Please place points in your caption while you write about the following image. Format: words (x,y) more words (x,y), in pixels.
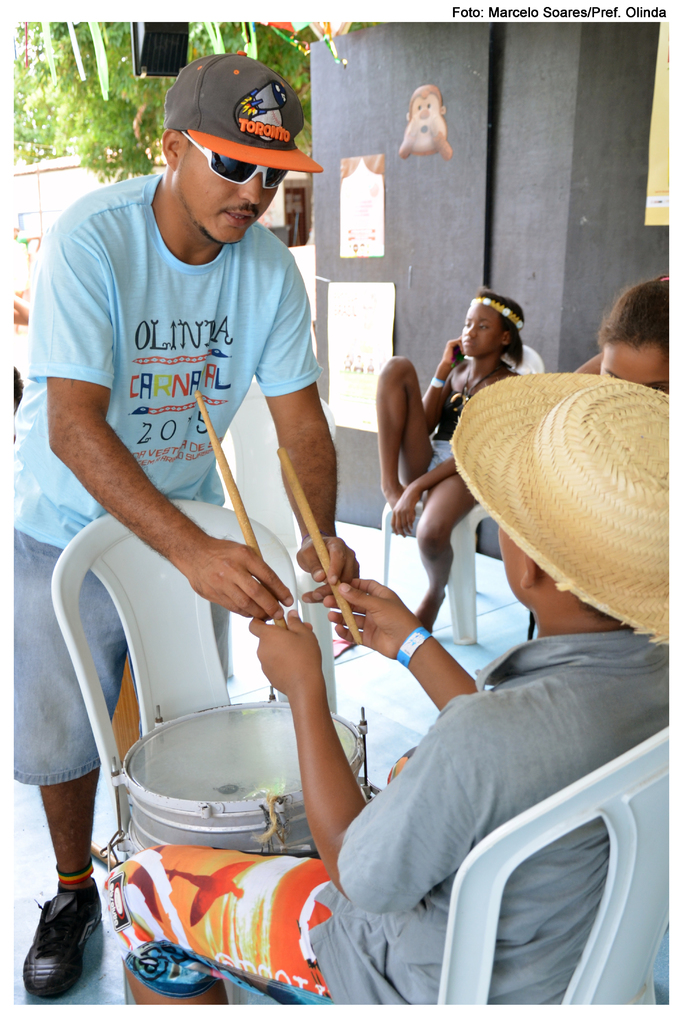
In the image in the center (306,356), we can see one person (194,561) standing and one person (459,707) sitting on the chair (515,848). And they are holding sticks (247,536). Between them, we can see one chair (167,714) and drum (211,738). In the background (653,103) there is a wall (619,150), posters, trees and two persons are sitting on the chair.
